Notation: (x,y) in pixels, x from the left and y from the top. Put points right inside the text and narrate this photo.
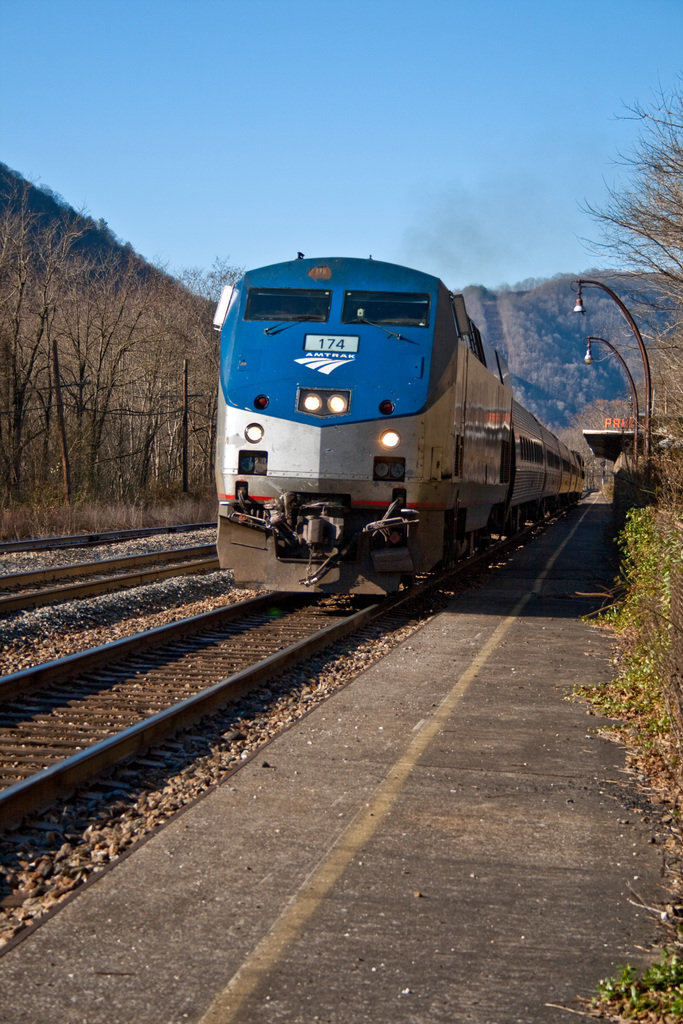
In this image we can see there is a train (266,541) on the track (240,635). On the right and left side of the train (528,498) there are trees (192,329). In the background (544,314) there is a mountain (551,299) and sky (458,158).
